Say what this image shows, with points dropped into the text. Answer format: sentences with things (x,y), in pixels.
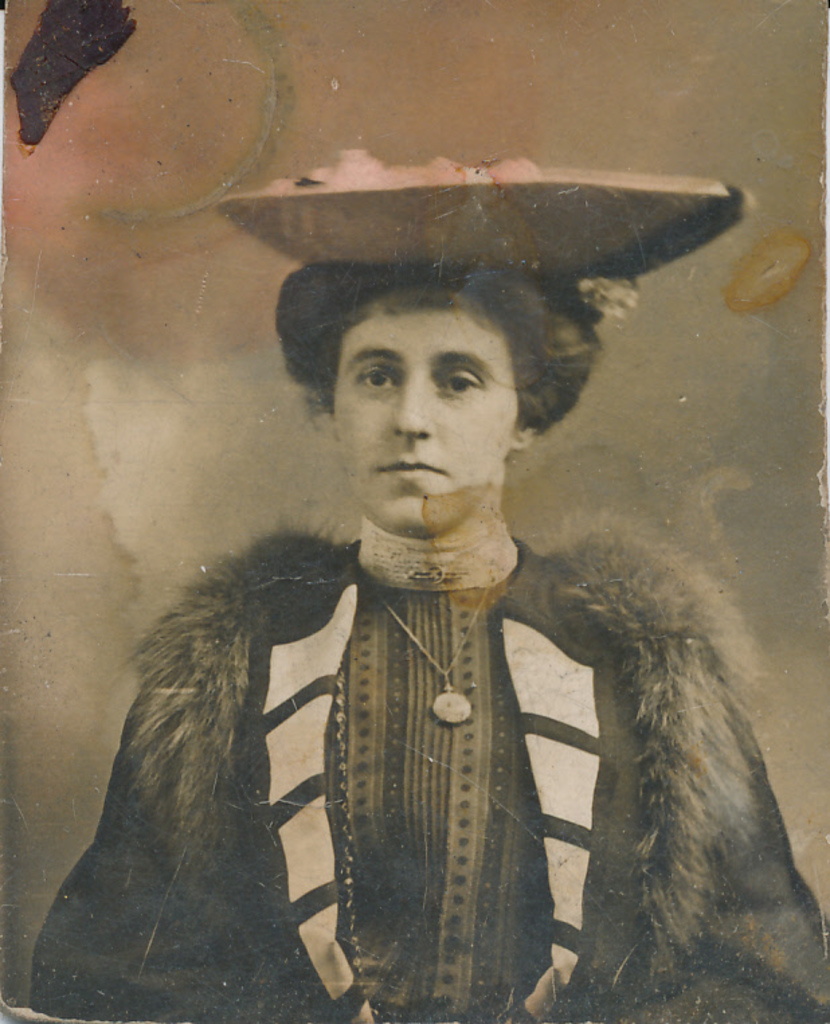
In this image, we can see a person (440,601) wearing clothes (431,845). There is an object (585,238) on the person head (375,298).
